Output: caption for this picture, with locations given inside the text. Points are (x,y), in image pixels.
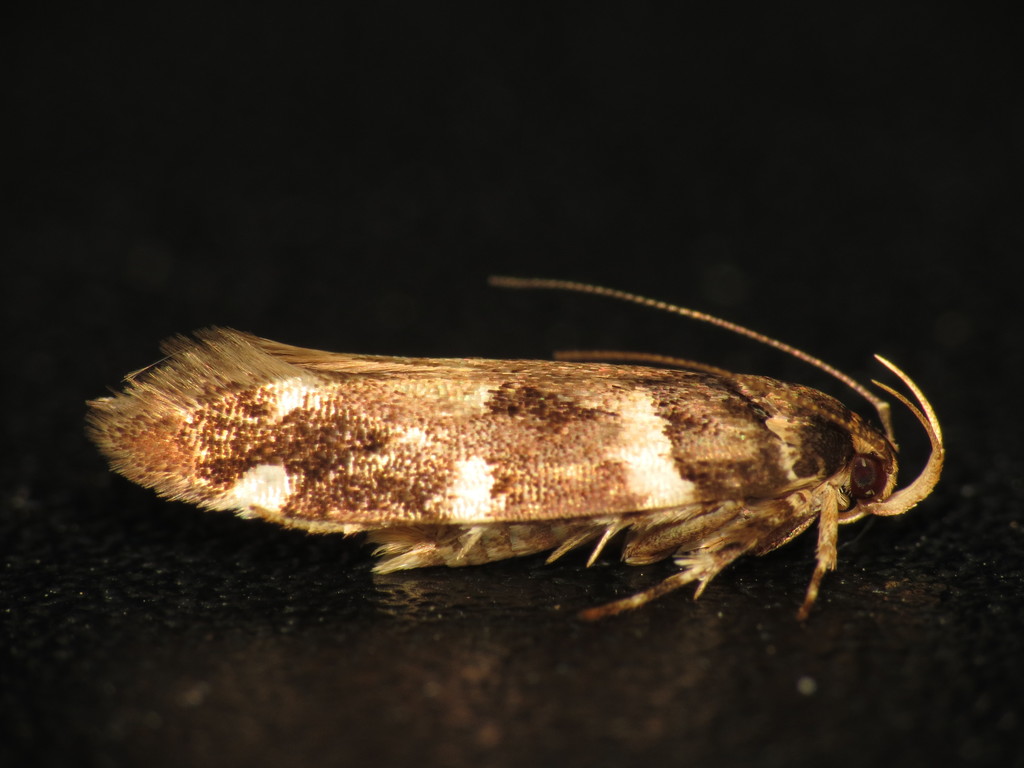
In this picture I can see a moth (451,440) and it looks like a tree bark (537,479) and I can see dark background (424,163).
